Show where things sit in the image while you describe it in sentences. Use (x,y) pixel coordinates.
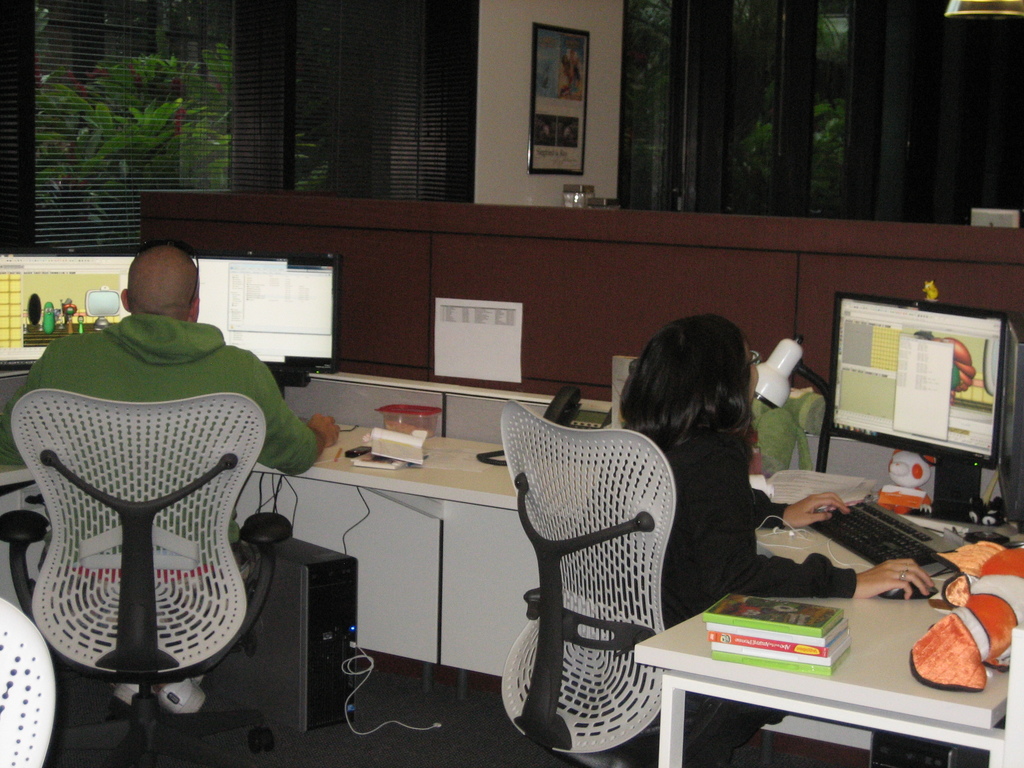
In this picture I can observe a man (145,370) and woman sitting in the chairs (198,466) in front of computers (271,325). There are some accessories (385,443) placed on the table (877,669). In the background (549,48) I can observe a photo frame (560,121) on the wall (525,118).
